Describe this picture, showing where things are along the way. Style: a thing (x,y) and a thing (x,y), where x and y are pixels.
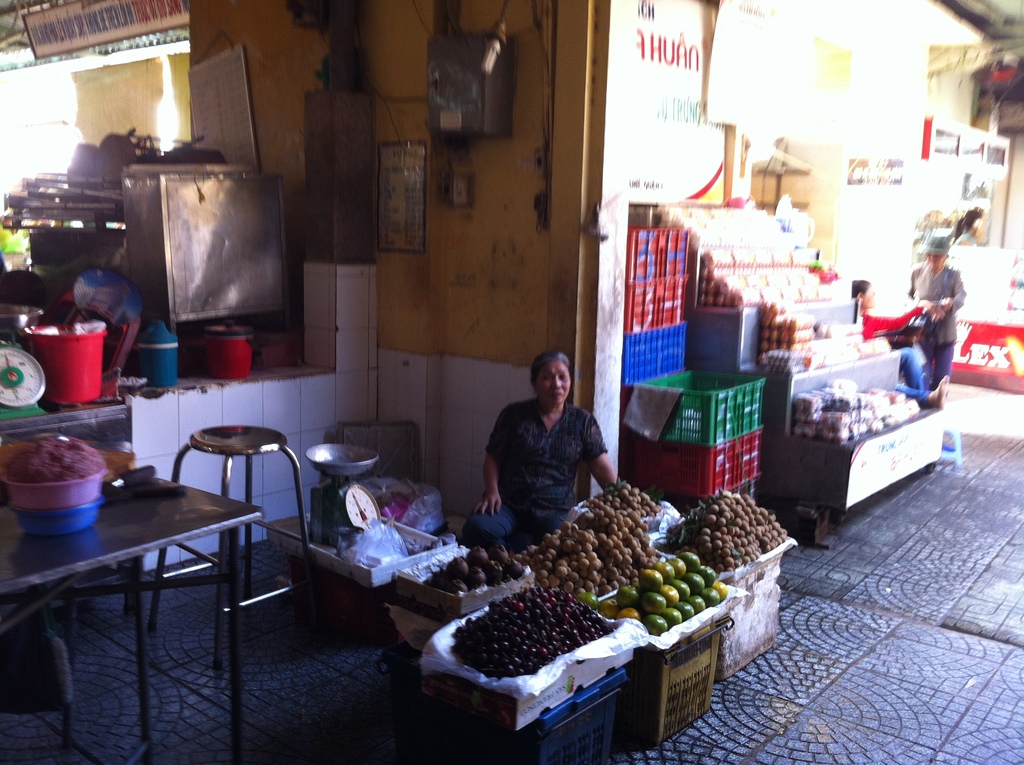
In this picture we can see baskets (683,337), fruits (647,504), plastic covers (415,522), weighing machines (349,465), stool (247,438), boxes (186,237), name boards (86,13), posters (781,6), boards (379,242), table (204,531) and some objects (784,307) and some people (942,330).
